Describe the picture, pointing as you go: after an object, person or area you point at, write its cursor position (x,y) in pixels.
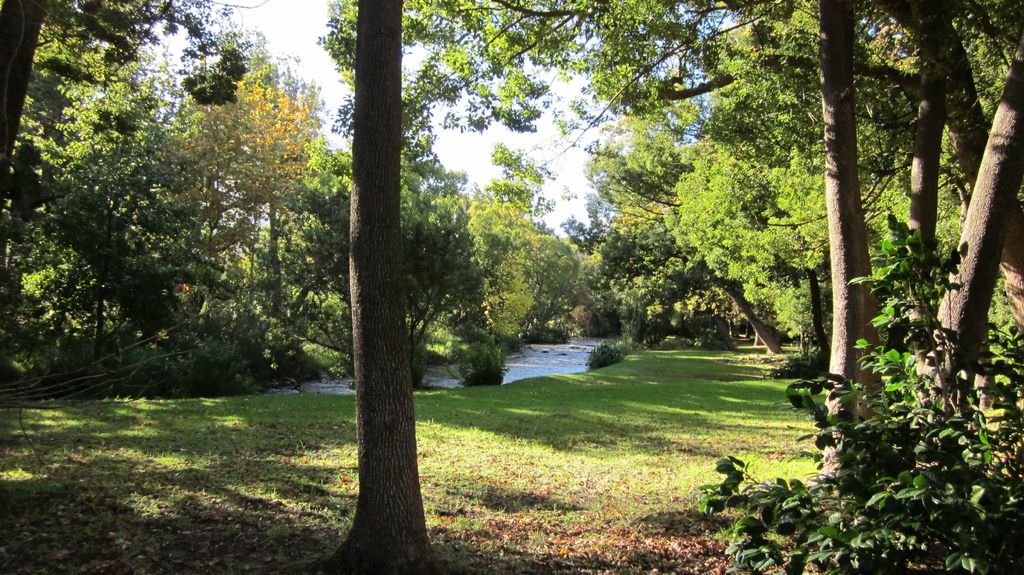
In this picture we can see some trees (716,181) here, at the bottom (676,394) there is grass (597,406), we can see water (524,354) here, there is the sky (297,21) at the top of the picture (297,21).
